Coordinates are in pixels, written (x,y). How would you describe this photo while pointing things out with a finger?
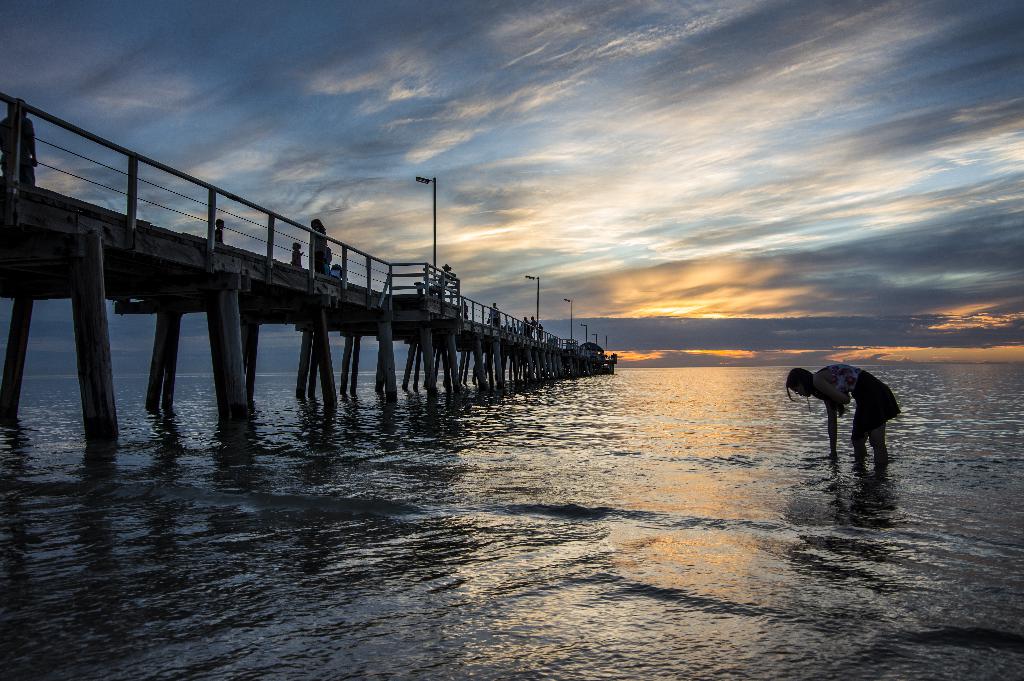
In this image I can see few people (329,273) standing on the bridge (366,303). I can see the light poles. To the right (826,407) I can see the person (835,398) standing in the water (664,532). In the background (494,134) I can see the clouds (433,137) and the sky (433,145).
